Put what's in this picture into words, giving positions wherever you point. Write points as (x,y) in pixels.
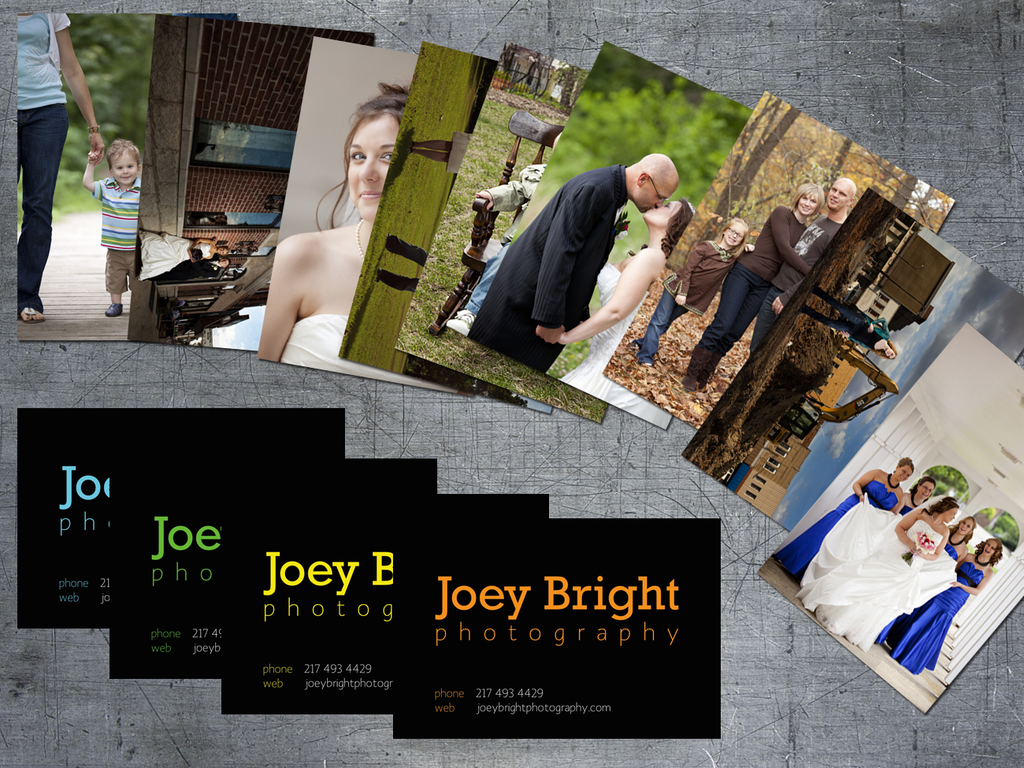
In this image we can see pictures (732,351) of persons (615,297) and something is written on it.
